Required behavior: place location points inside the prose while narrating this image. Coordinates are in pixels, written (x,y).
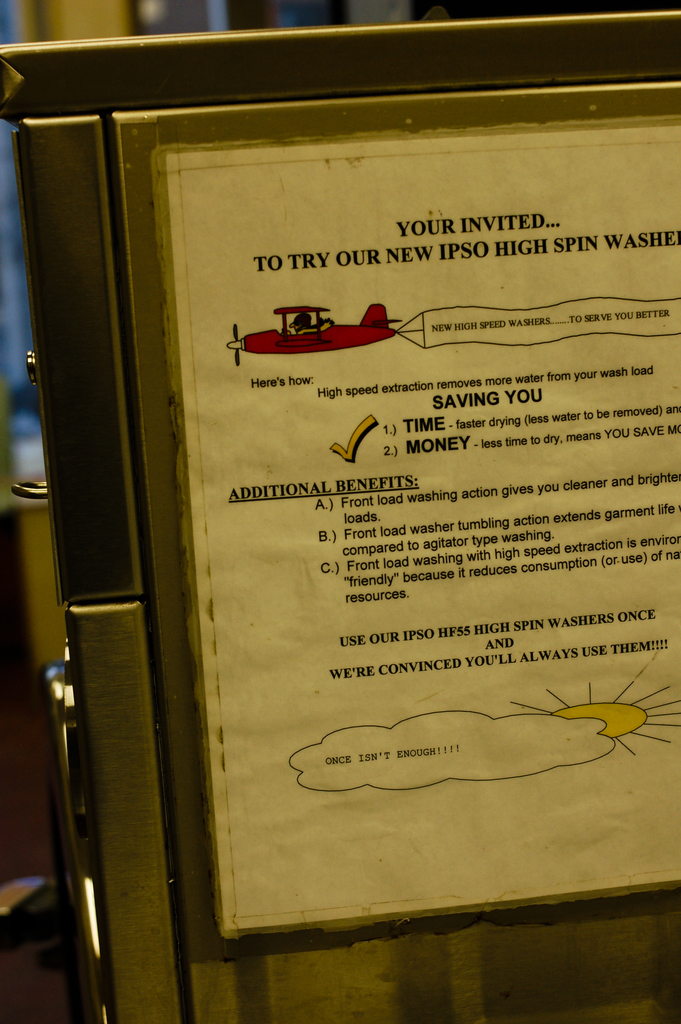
In this image I can see a board (329,578) which has something written on it. The background of the image (47,593) is blurred.
